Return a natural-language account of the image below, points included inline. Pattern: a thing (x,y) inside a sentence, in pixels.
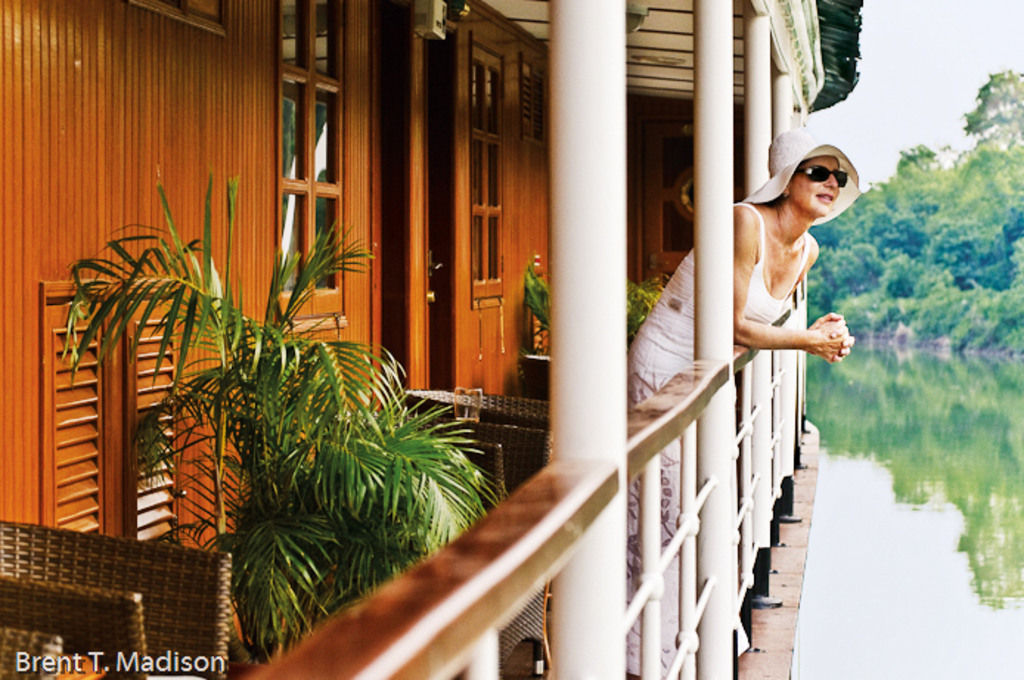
There is a boat house (702,455) and the woman (745,313) is standing in the balcony (701,368) of the boat house (709,385), behind her there is a door (393,195) and two windows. The boat (818,446) is on the water surface (906,412) and in the background (926,260) there are few trees (957,276).
